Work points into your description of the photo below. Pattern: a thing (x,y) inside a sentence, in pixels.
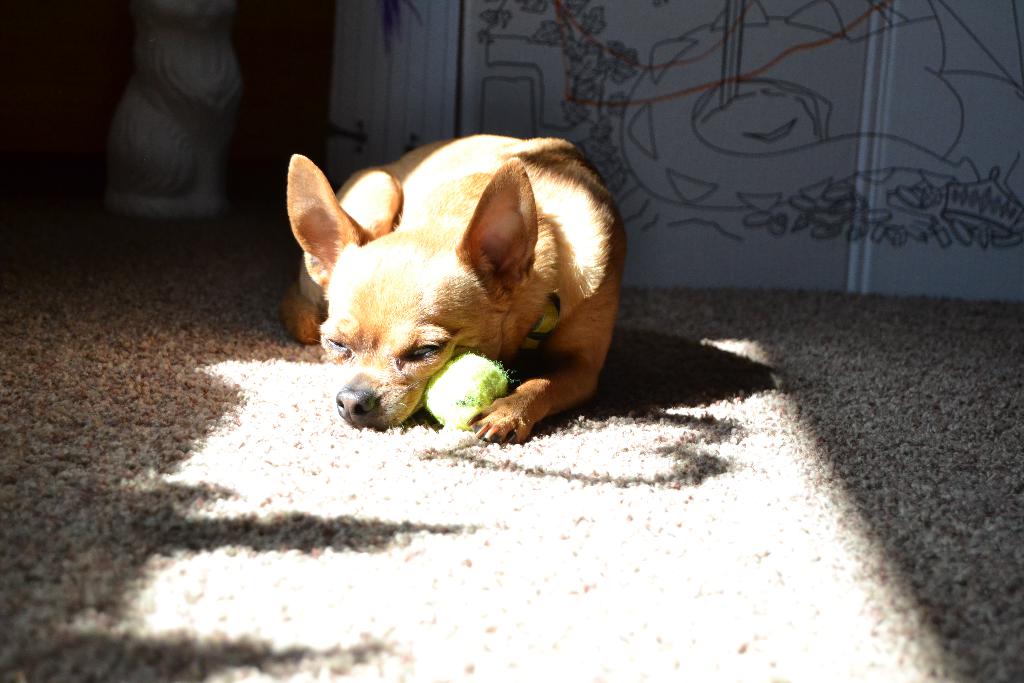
In the image we can see a dog (510,232), pale brown in color and there is a ball (462,390). Here we can see carpet (824,577) and the wall (692,190).
